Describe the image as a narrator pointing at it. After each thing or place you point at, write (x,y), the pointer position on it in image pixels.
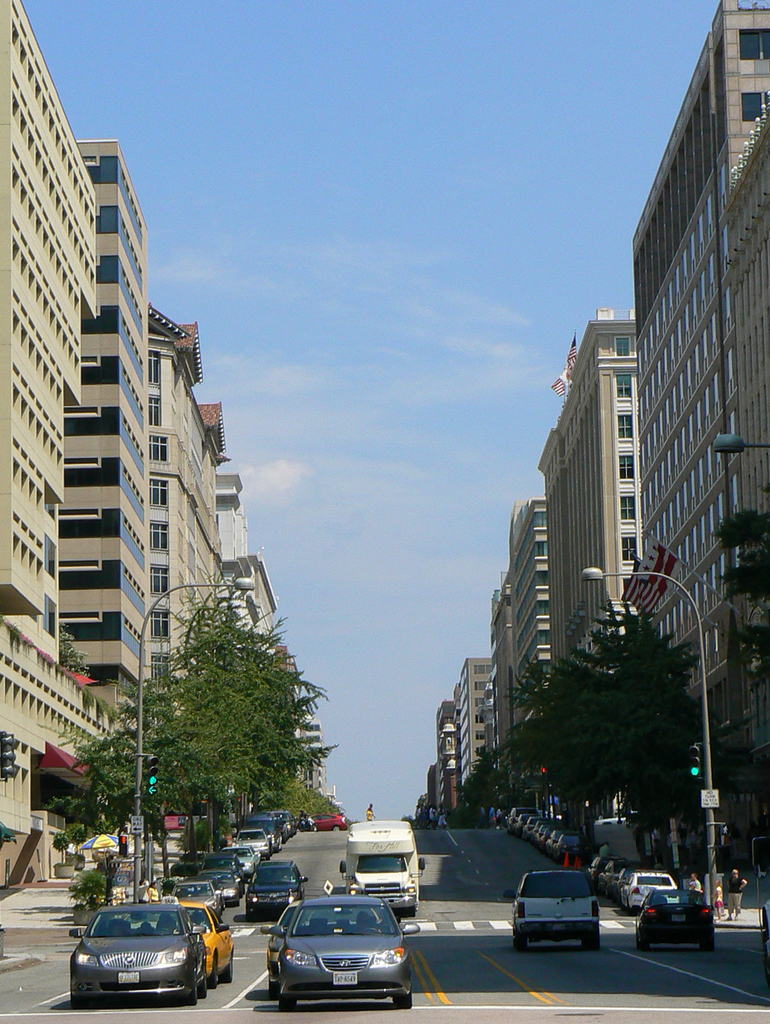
There are vehicles (156,969) on the road (330,1018). Here we can see poles (708,768), lights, plants (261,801), trees (505,777), traffic signal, boards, buildings (769,438), and few persons (718,888). In the background (468,421) there is sky (374,100).
